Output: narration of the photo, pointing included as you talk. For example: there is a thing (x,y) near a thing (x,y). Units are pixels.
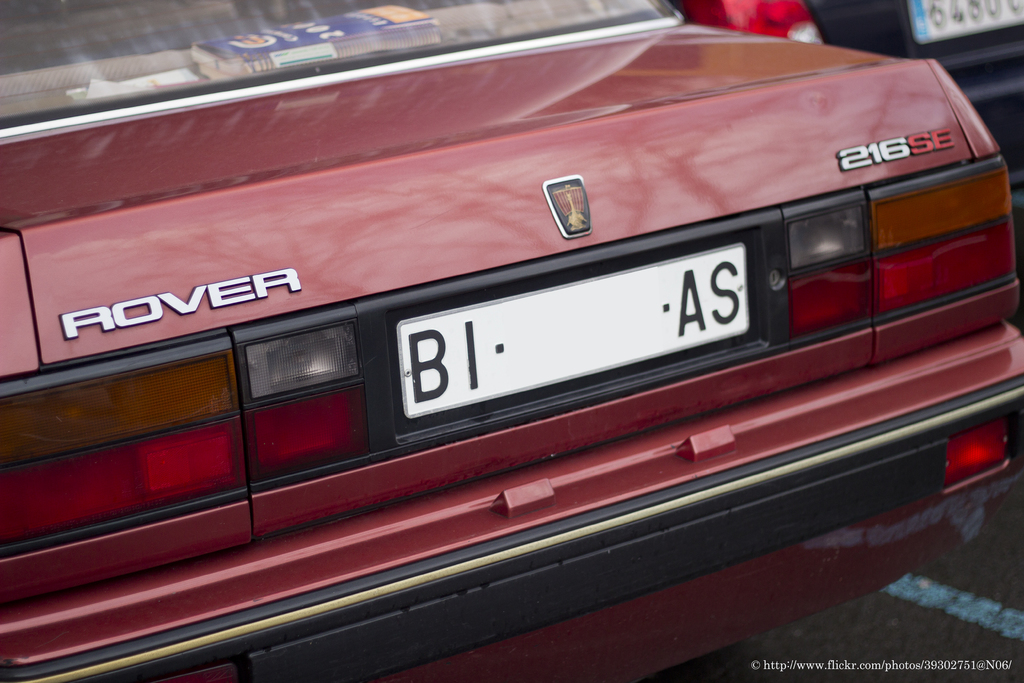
In this image, we can see back view of some vehicles (839,179) and there are name plates (650,333). At the bottom (819,663), there is some text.
